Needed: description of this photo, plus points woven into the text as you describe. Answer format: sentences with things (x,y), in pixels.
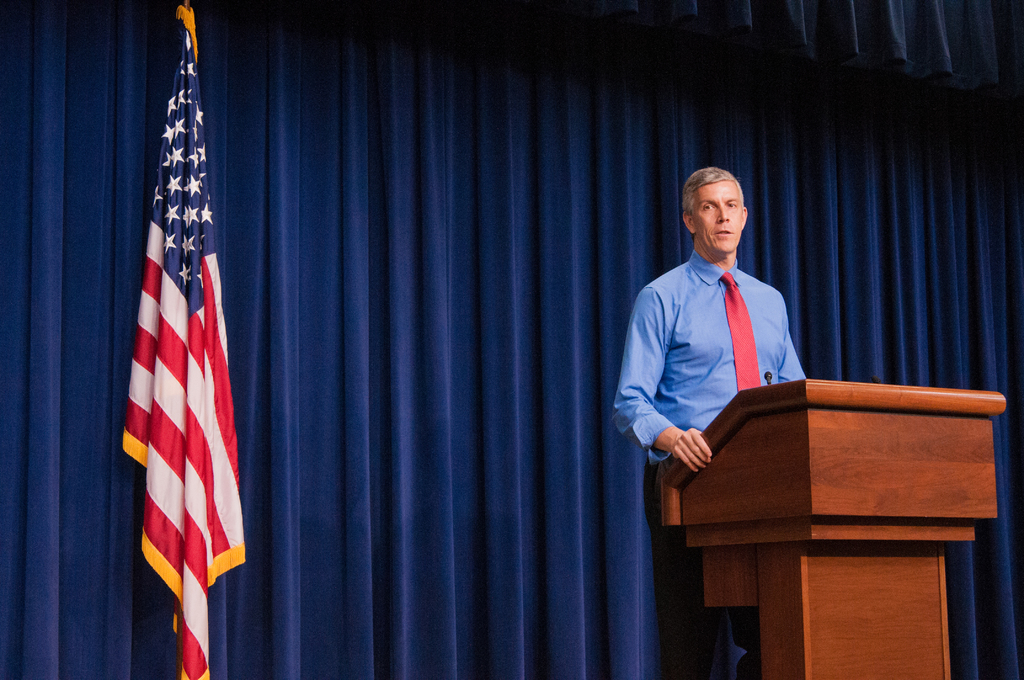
In this image there is a man (675,399) standing on the stage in front of the podium (867,438). On the podium (874,427) there is a mic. On the left side (165,371) there is a flag (184,363). In the background (426,242) there is a blue color curtain (426,242).
